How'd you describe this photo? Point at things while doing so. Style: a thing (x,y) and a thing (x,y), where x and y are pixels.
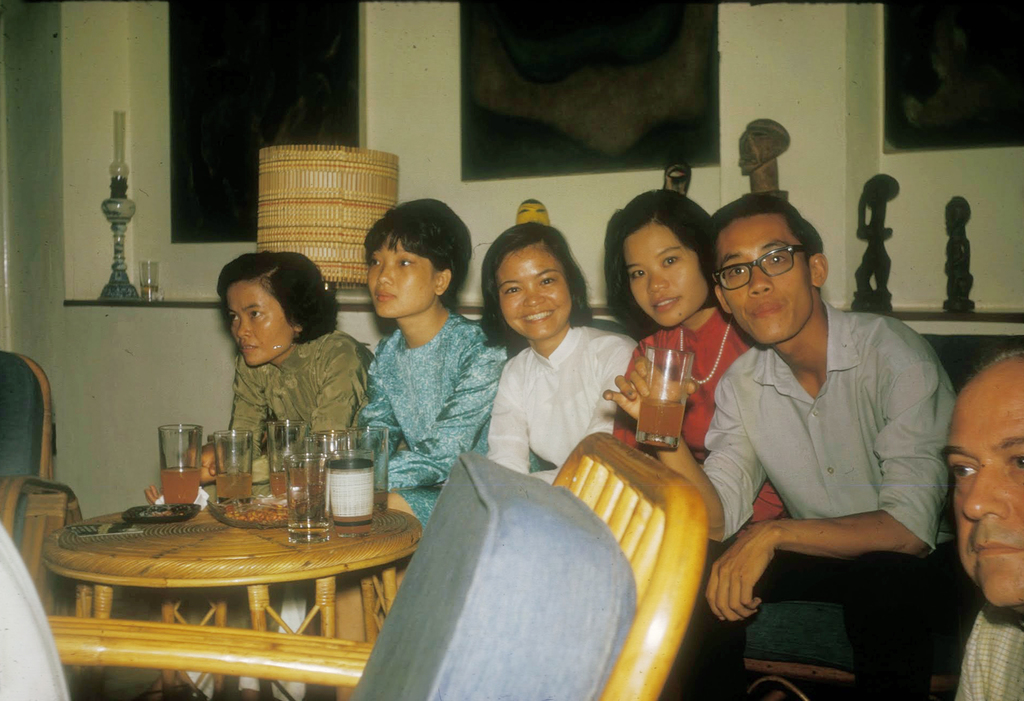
In this image I can see the group of people (642,335) sitting. Among them there is a person (809,387) holding the glass (673,392). In front of them there is a table (170,551). On that there are some glasses (358,482) and the food (270,517). At the back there are some objects (203,222).
